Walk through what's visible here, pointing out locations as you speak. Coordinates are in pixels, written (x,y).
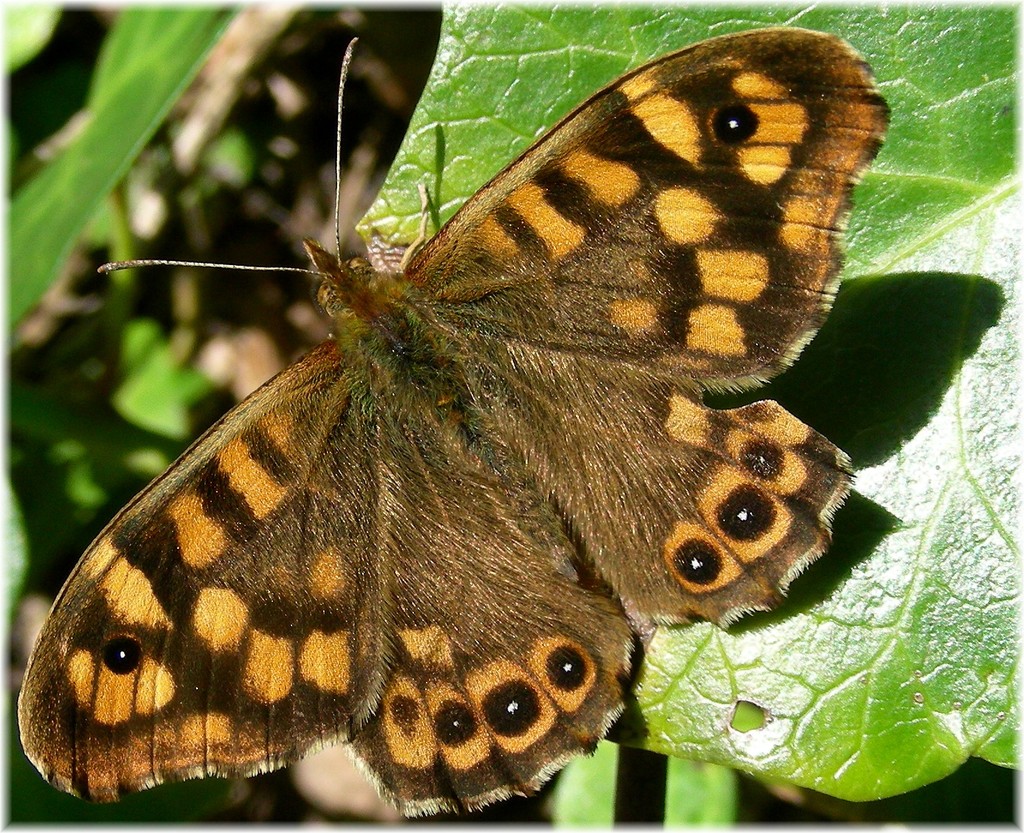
This image consists of a butterfly (493,419) in brown color. Is sitting on a leaf (884,588). The leaf (903,659) is in green color. In the background (194,164), there are plants (144,79).
